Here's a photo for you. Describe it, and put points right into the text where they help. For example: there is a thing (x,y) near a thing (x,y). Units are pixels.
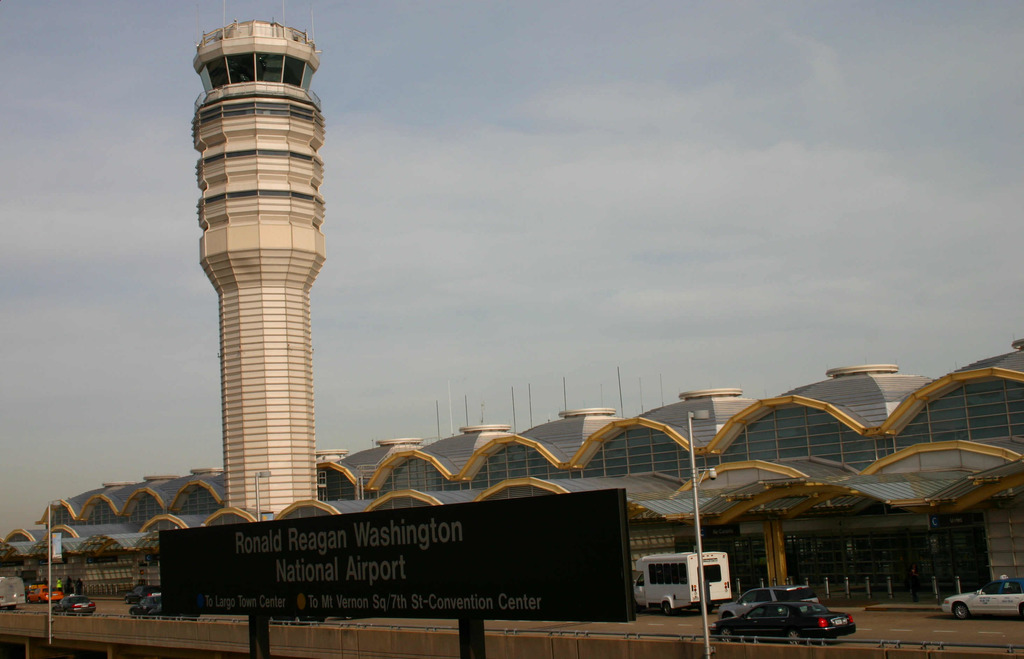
In this picture I can see building (358,474) and a tower (275,363). I can see cars (819,607) and few vehicles (968,595) on the road (996,622) and a board (325,574) with some text (279,575) at the bottom of the picture (505,549). I can see couple of poles (706,644) and a blue cloudy sky (339,195).
